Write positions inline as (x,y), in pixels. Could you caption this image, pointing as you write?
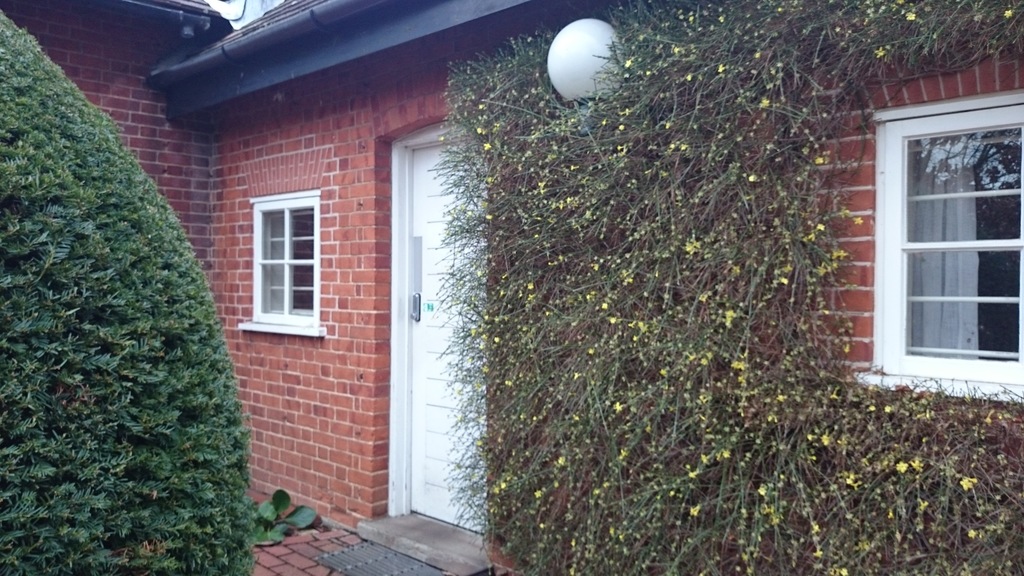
In this image we can see an entrance (427,369) of a house (324,354) with a door (427,390) and windows (282,268) and there are trees (181,448).
